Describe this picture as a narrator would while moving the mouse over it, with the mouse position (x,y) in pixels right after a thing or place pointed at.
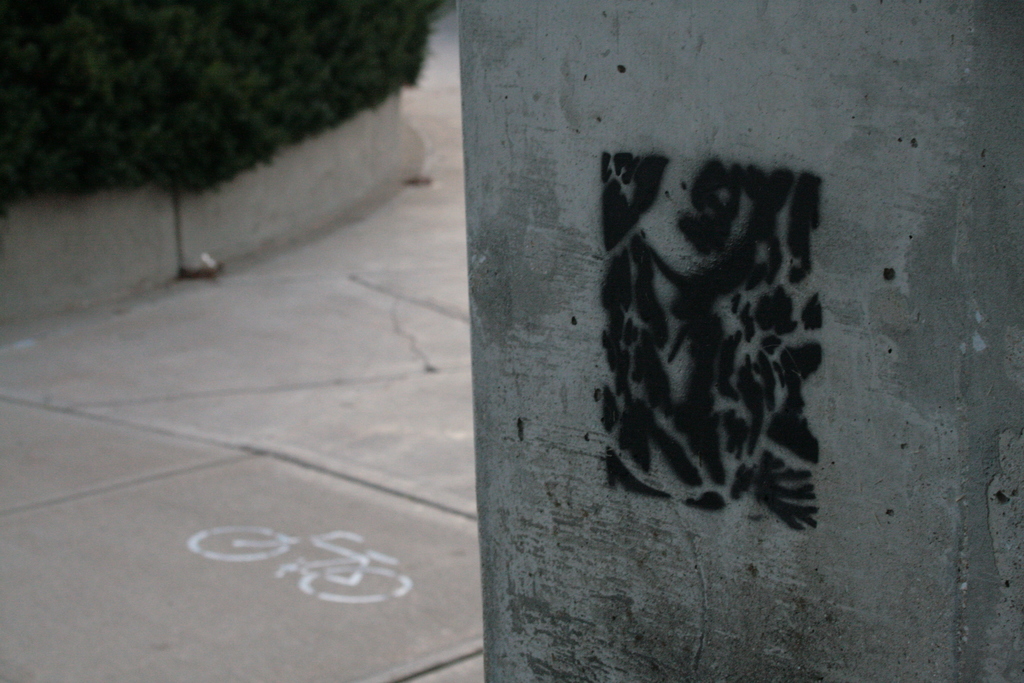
On the right side of the image (823,366), we can see a pillar (695,347) with painting (701,439). On the left side of the image (336,362), we can see the walkway (301,474), plants (167,52) and bicycle figure (355,598) on the path (283,514).
